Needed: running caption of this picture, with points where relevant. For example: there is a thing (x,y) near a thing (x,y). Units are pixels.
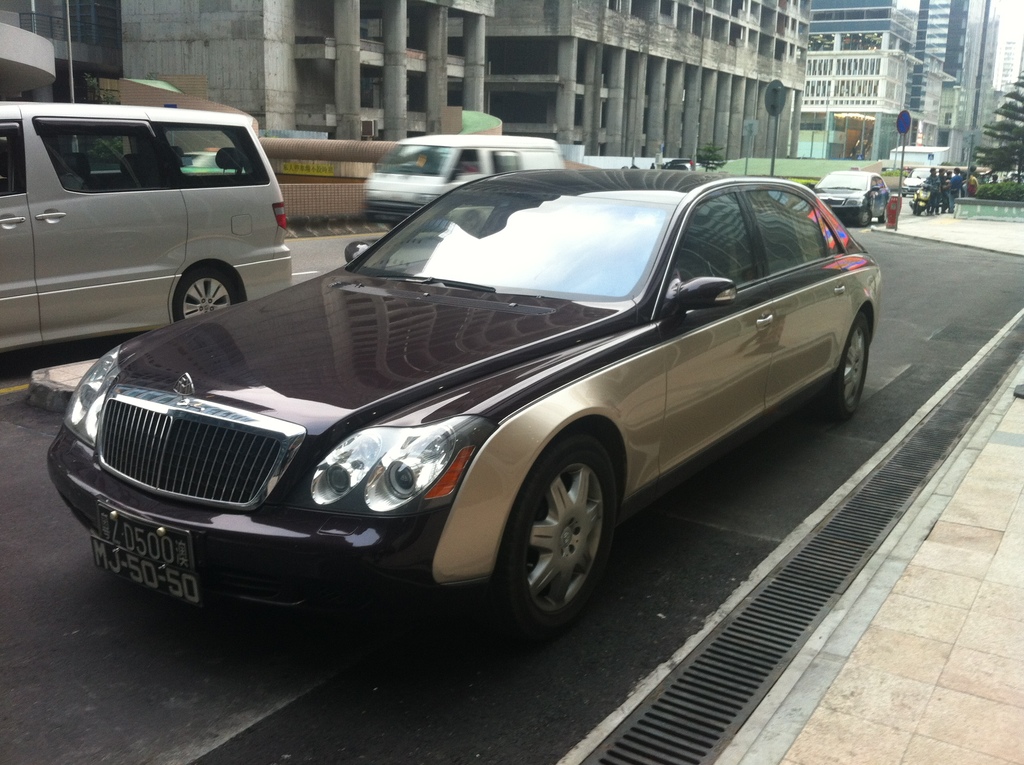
In the image we can see there are vehicles (463,299) on the road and these are the headlights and number plate (136,568) of the vehicle (158,537). We can even see there are buildings (539,82) and here we can see pillars (593,58). We can see there are even people (949,188) standing and wearing clothes (944,203). Here we can see footpath (971,227) and the tree (1008,140).
